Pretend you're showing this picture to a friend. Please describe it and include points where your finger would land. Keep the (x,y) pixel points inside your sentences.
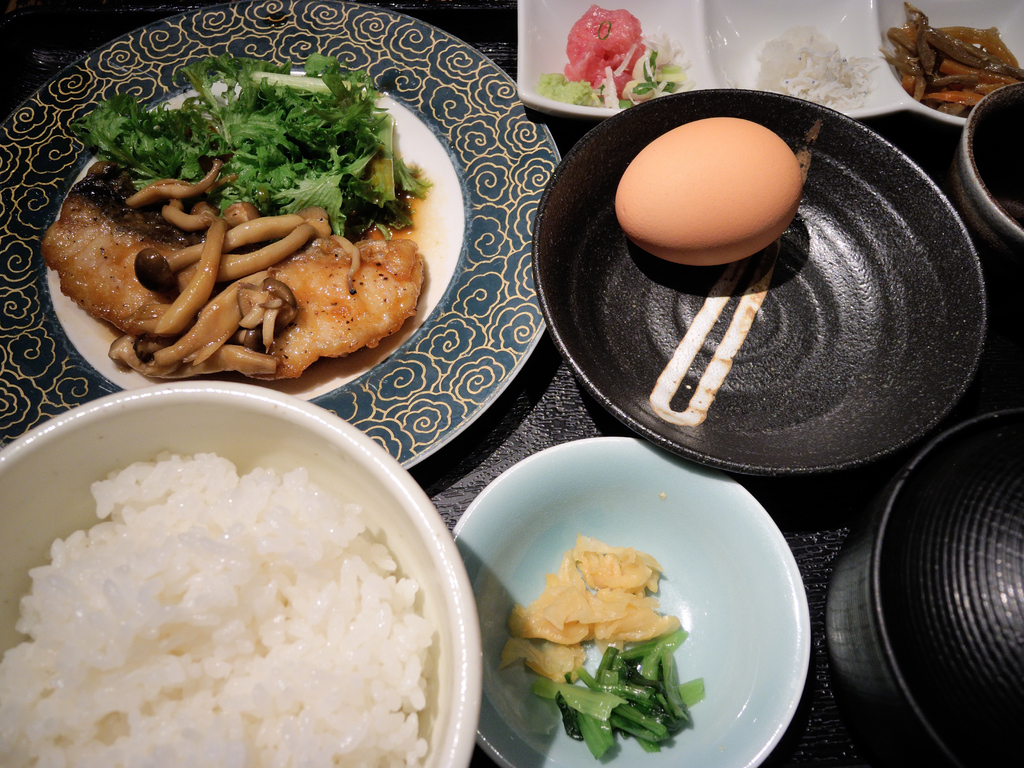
In this image we can see rice (107,627) kept in the white color bowl (184,427), some food item (234,328) kept on the plate (470,364), egg (757,206) kept in the black color bowl (623,281), some food item (652,580) kept in the light blue color bowl (700,715) and some more food (974,63) kept on the white plate (842,103). Here we can see two black color bowls (880,617) which are placed on the wooden table (583,423).
